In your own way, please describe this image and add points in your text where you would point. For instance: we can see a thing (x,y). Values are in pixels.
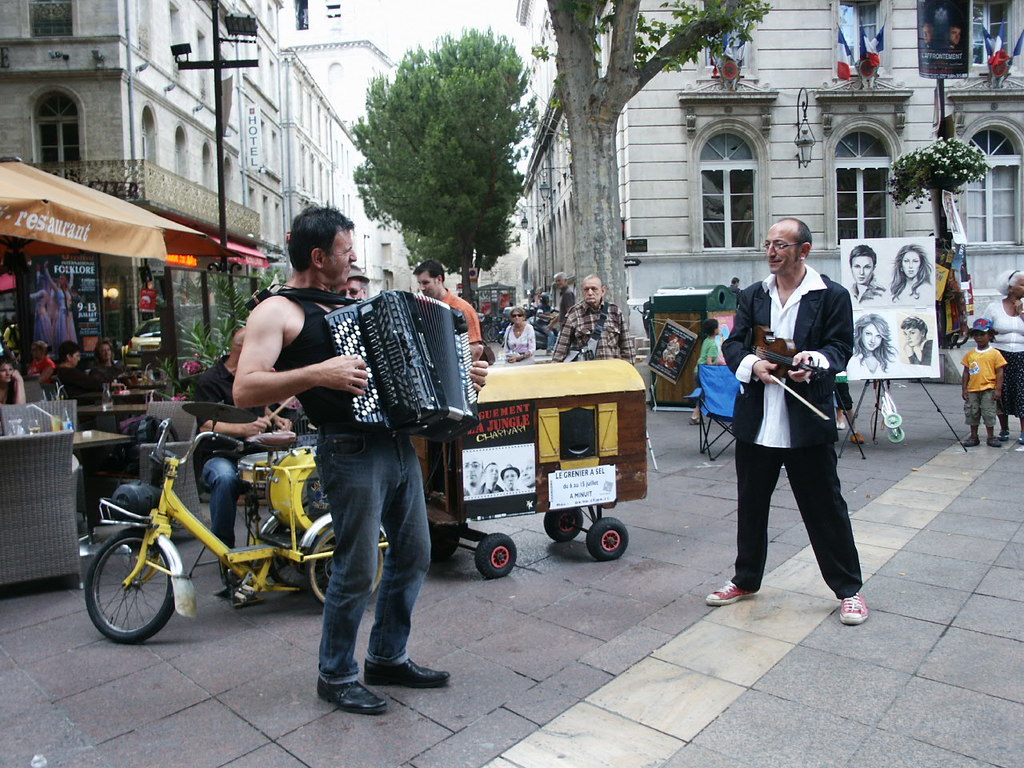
In the foreground of the image (770,537) there are two persons (823,526) playing musical instruments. In the background of the image (512,260) there are buildings (204,92), trees (434,218). There are people (592,335). There are stores (133,260). To the right side of the image (913,288) there is a board (923,267) with images (868,343) of persons (921,333) on it. There are people (975,401) standing. There are poles (226,66). At the bottom of the image (735,714) there is floor (273,696). There is a bicycle (169,592).
